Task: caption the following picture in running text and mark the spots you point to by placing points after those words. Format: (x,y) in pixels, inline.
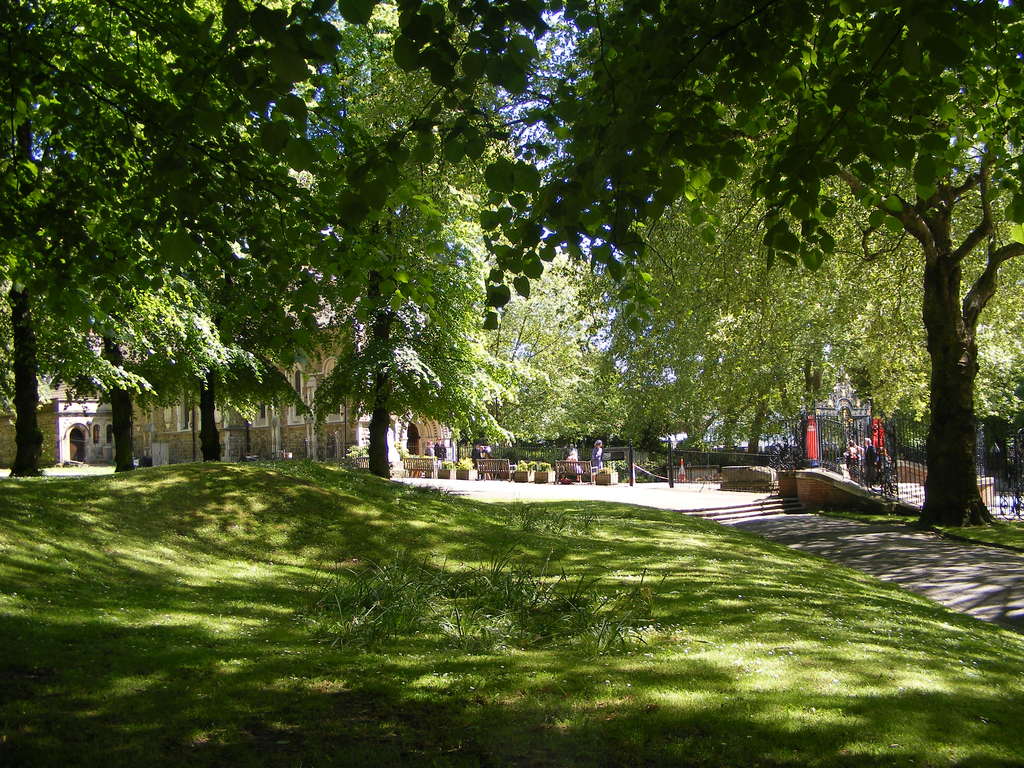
In the foreground of the picture (528,755) I can see the natural scenery of green grass (476,509) and trees (365,388). In the background (404,421), I can see the buildings (312,378), wooden benches (582,472) on the floor (504,490) and a few persons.
